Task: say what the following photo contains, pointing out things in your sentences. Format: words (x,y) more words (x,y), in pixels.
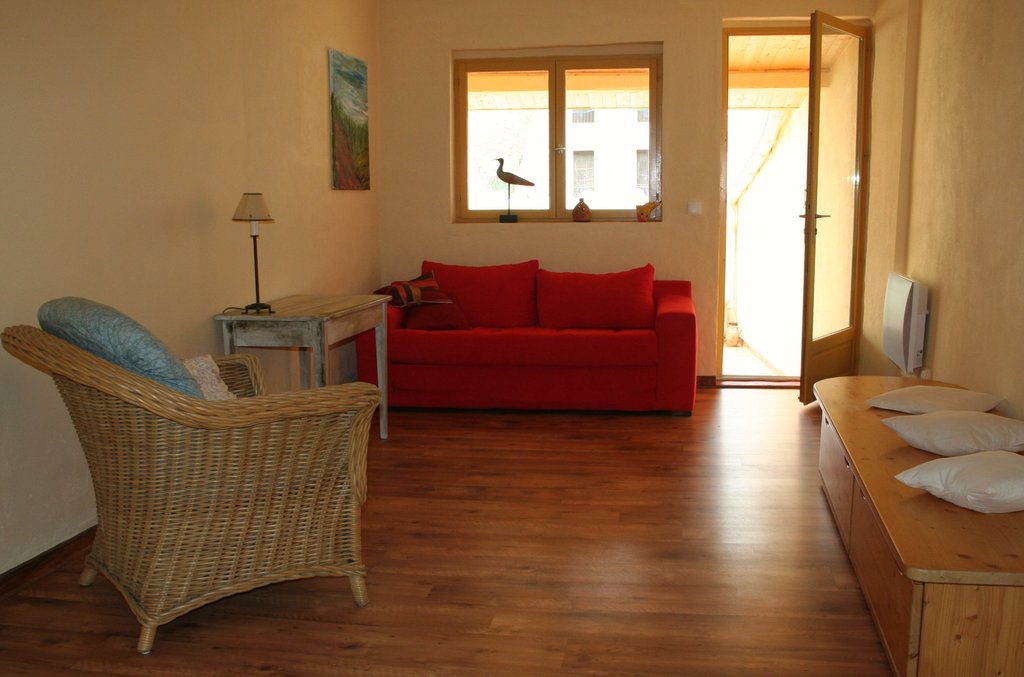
In this Image I see a sofa (485,356), table (230,323), a chair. In the background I see the window (641,133), door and a frame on the wall (256,179).
